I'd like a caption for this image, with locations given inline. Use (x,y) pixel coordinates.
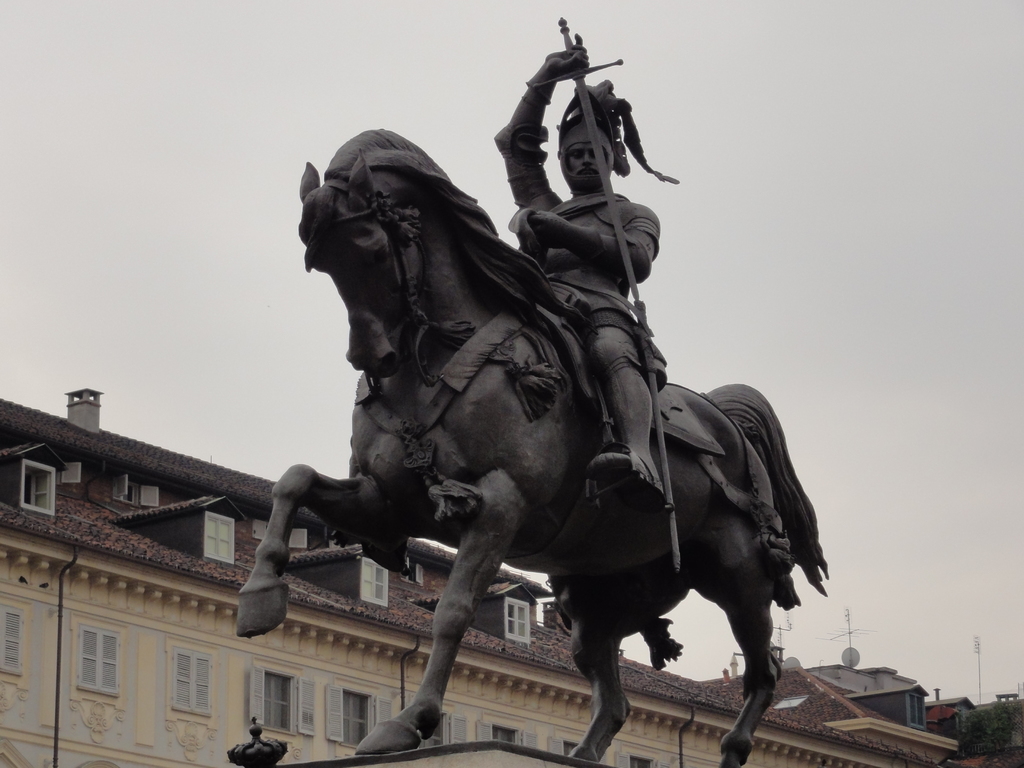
In this image there is the sky (214,155) towards the top of the image (240,145), there are houses (863,697) towards the bottom of the image (915,719), there are windows (204,657), there is a sculpture (456,578).
